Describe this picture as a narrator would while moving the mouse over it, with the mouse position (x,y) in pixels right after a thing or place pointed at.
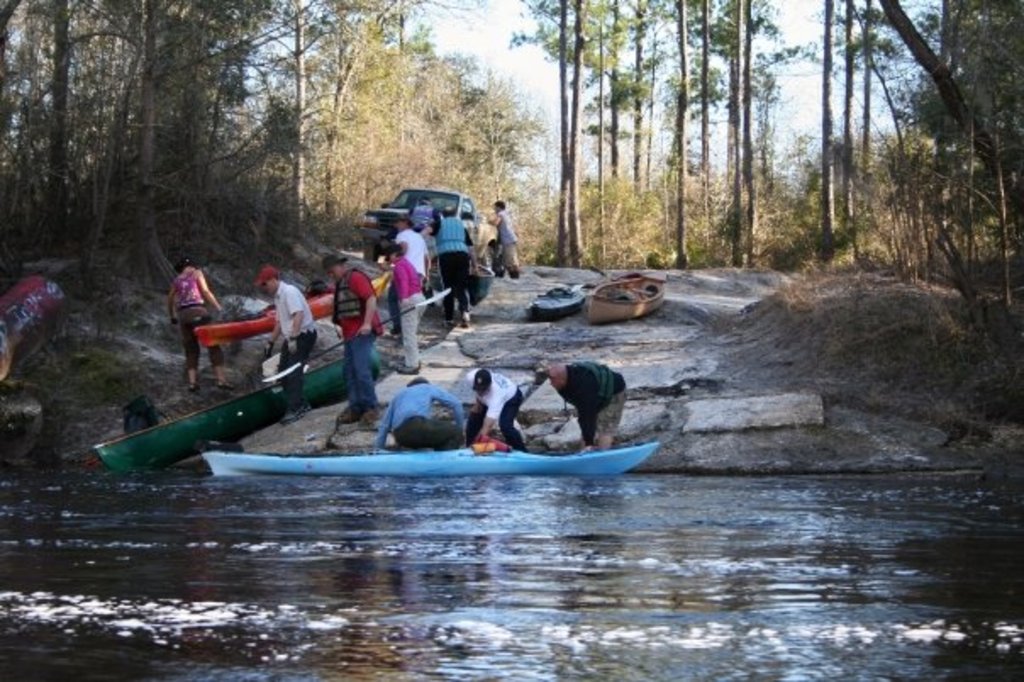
In this picture I can observe river (346,548) flowing. I can observe a blue color boat (443,472) floating on the water (417,495) and there are some people (366,376) standing on the land (383,391). I can observe green and red color boats (306,379). There is a vehicle (390,216) in the middle of the picture (384,236). In the background (403,111) there are trees (601,183) and sky (593,103).
